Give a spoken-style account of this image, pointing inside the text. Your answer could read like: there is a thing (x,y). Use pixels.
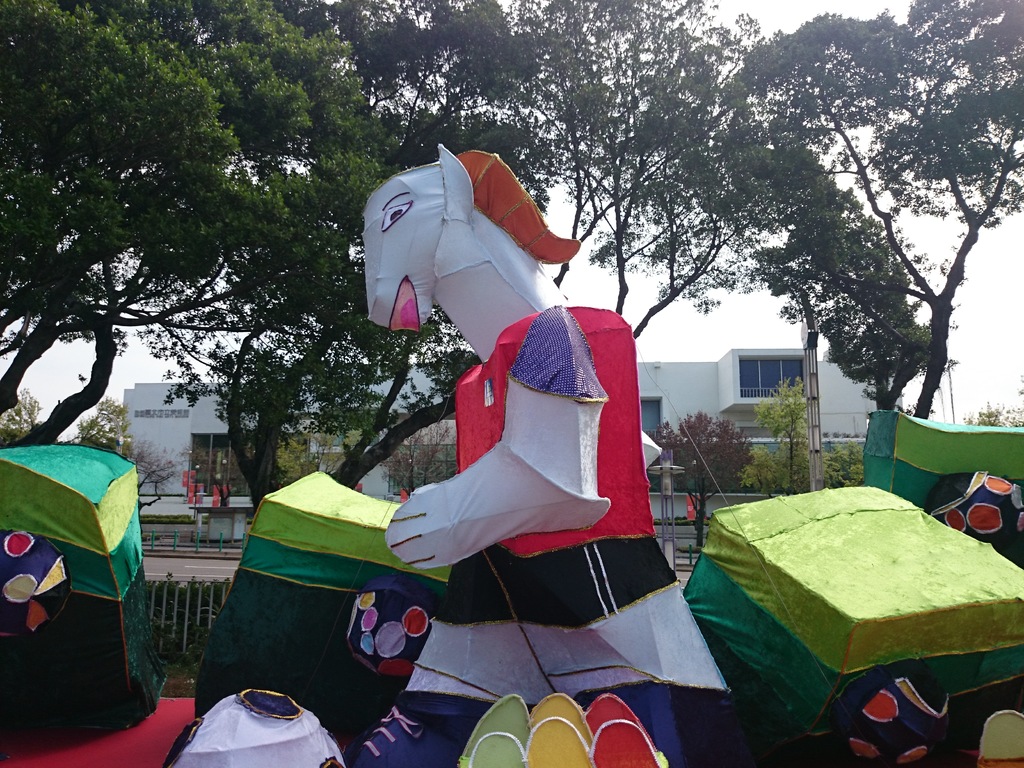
In this image I can see tents (9,699) and a huge toy costume (498,545). There are trees (1000,73) and a building (161,435) at the back (682,482).
